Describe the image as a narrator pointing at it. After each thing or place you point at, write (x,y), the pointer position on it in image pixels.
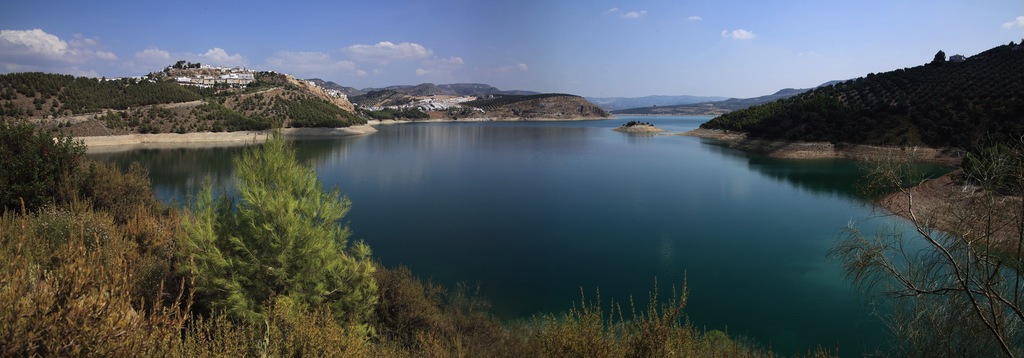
In the center of the image (350,121) we can see the sky (317,30), clouds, trees (68,84), hills (1015,91), buildings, plants (231,241), grass (110,251), water (517,195) etc.
